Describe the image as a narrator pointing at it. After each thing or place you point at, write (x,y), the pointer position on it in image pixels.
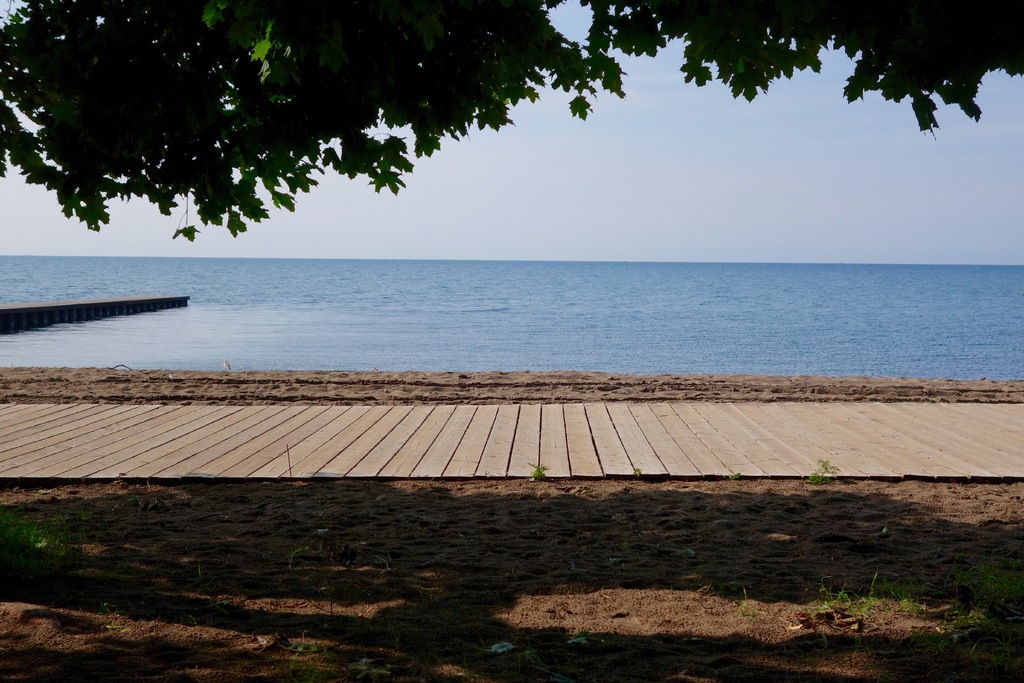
In this image I can see few trees (246,61) in green color and I can also see water (604,317) and sky (665,164) in blue color.
